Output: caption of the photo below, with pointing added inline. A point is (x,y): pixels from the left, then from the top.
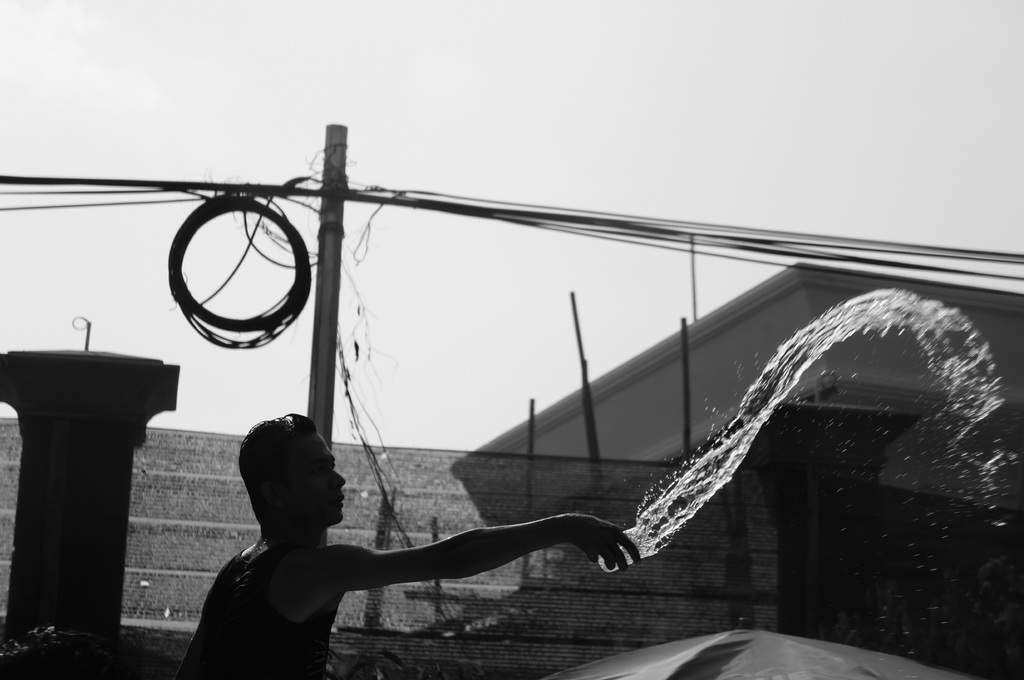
A man (281,534) is standing and throwing a water (644,541) from a glass (629,541). There is a house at the right side of the image (716,397). There is a pole (321,284) and many cables (628,225) are connected to it.
